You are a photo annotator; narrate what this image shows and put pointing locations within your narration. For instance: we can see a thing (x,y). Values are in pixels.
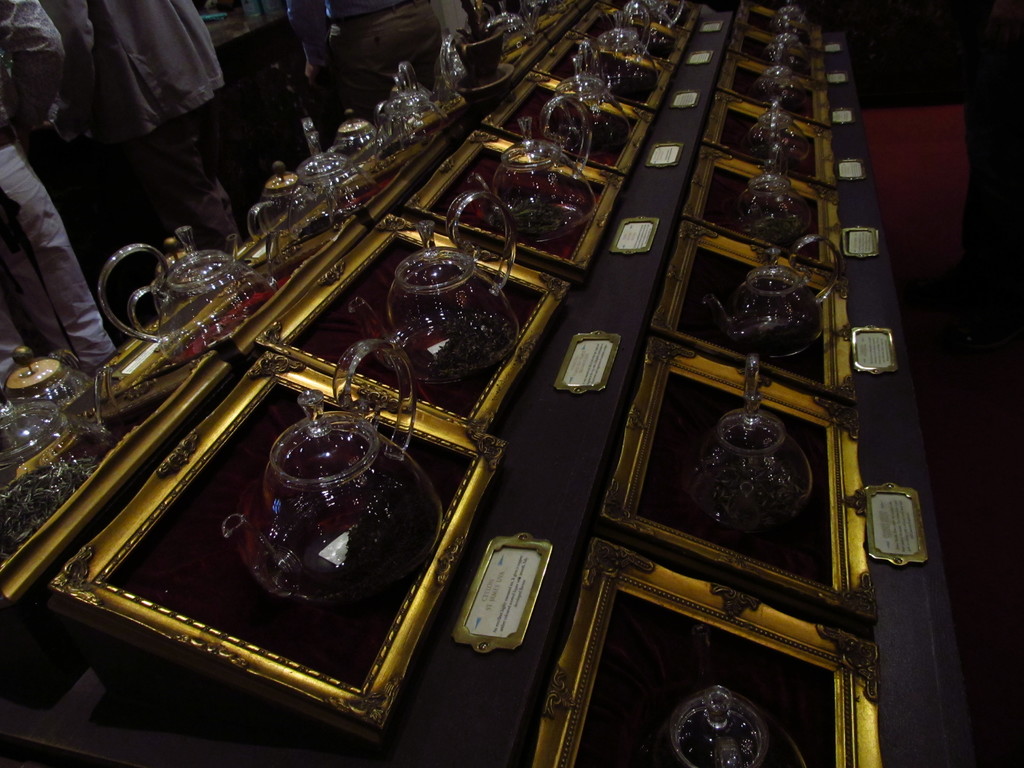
In this image I can see some jugs (453,293) on the desk (461,596). On the left side (134,123) I can see some people (187,125).
